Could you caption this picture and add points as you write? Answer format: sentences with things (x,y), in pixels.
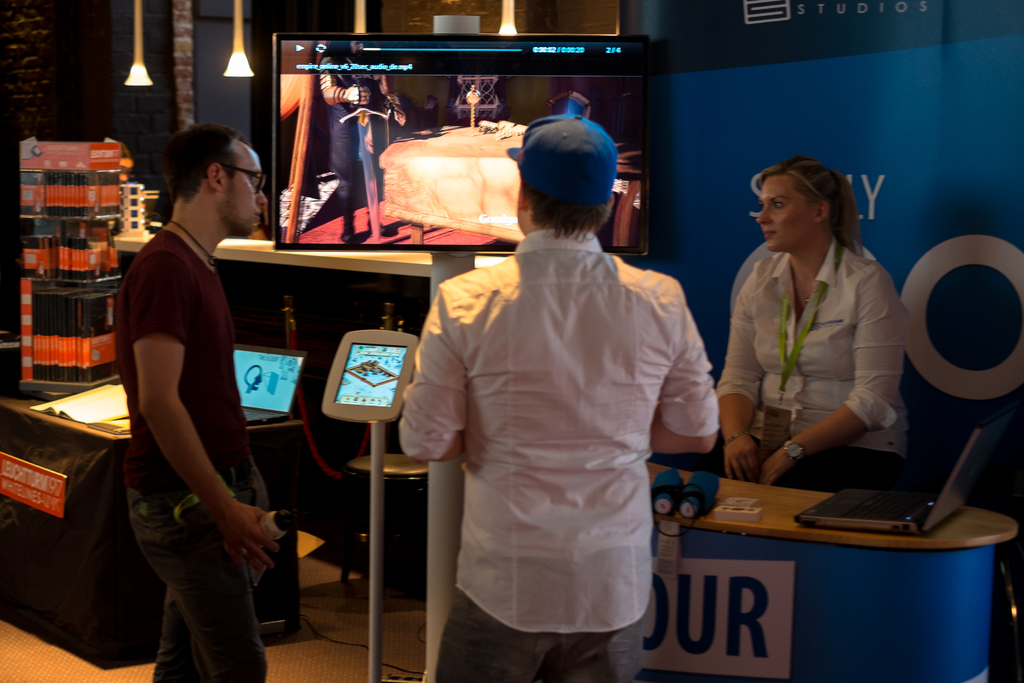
This is the picture taken in a room (346,338), there are three persons (644,408) standing on a floor (150,676). In front of the people (518,376) there is a television (444,174). Behind this people (559,355) there is a banner (821,96).
